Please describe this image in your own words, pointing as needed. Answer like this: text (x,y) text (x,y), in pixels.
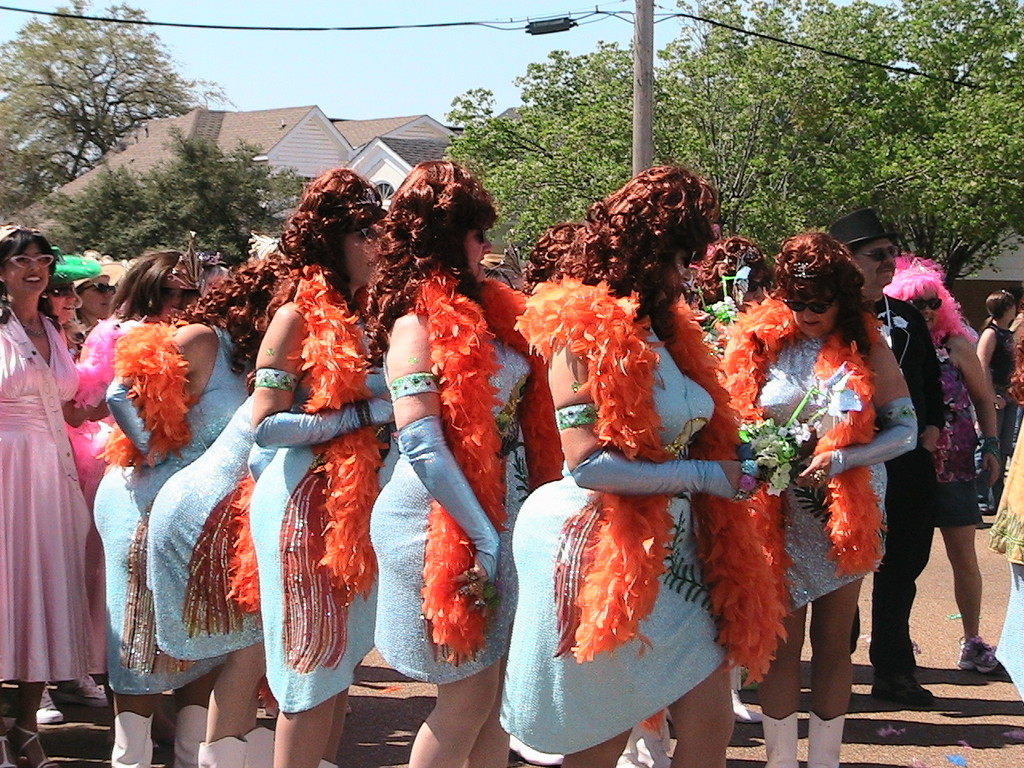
In this picture I can see few people (500,395) are standing, behind there are some trees (504,177) and houses (288,137).
